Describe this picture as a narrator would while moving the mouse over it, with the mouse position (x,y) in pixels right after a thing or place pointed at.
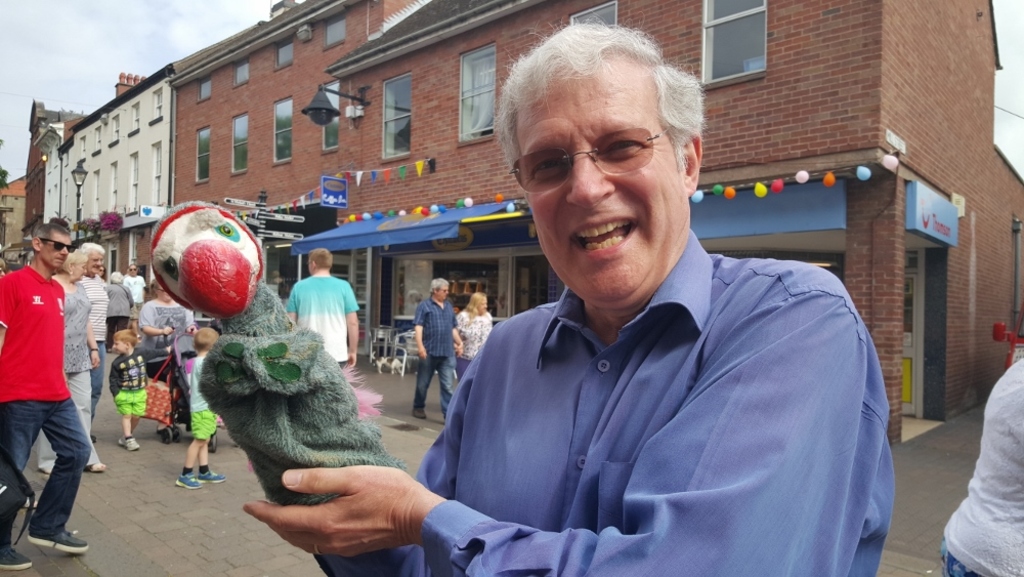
In this picture we can see a group of people (33,364) walking on the road (385,386) and a man (465,534) holding an object (187,216) with his hand (376,538), sunshade (416,238), balloons (505,204), buildings (14,185) with windows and in the background (50,63) we can see the sky (67,55) with clouds (158,44).
